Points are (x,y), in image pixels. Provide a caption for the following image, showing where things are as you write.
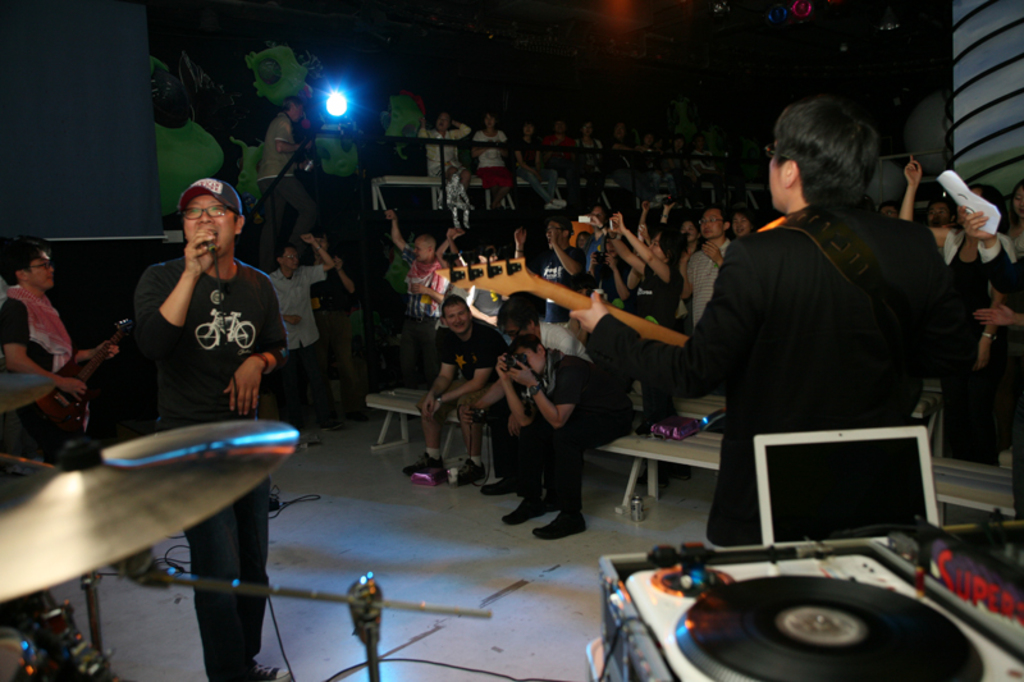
Bottom left side of the image (20,563) there is a drum (49,674). Behind the drum (219,450) a person (268,342) is standing and holding a microphone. Bottom right side of the image (868,512) there is a musical devices (1016,679). Behind them a man (825,323) is standing and holding a guitar (551,299). Behind them few people (1015,218) are standing and sitting on benches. Top of the image (704,95) there is wall (1000,89) and light (333,101).
